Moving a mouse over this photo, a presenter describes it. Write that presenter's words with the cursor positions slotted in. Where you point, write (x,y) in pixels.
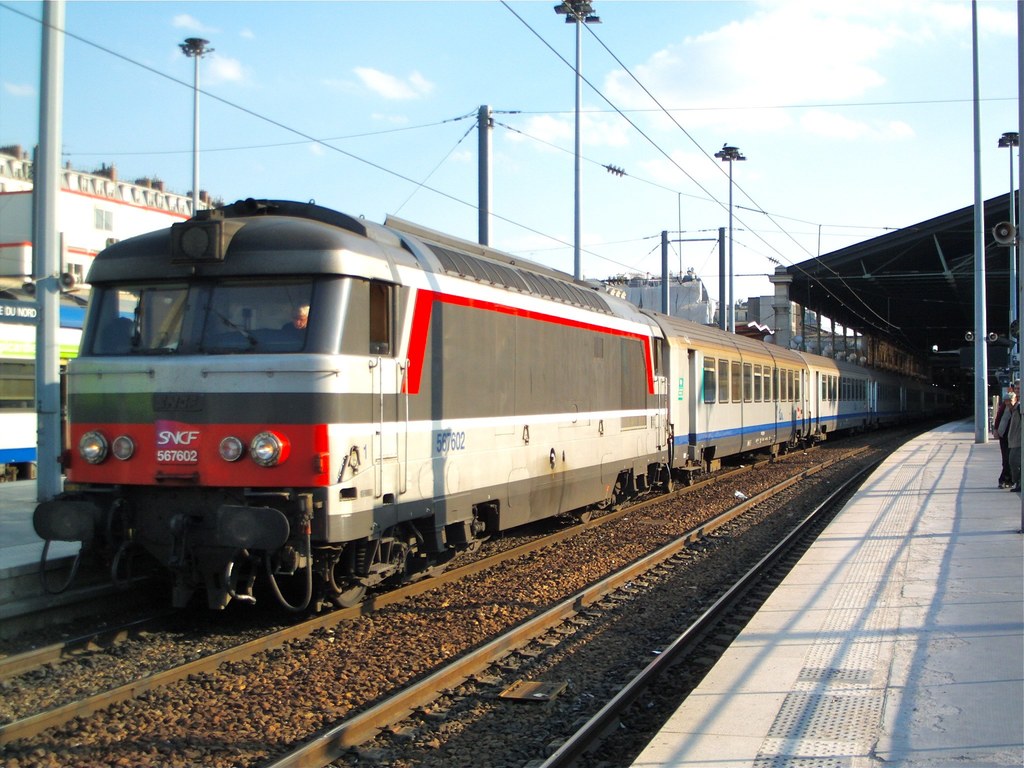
In this picture we can see a train (493,472) on a railway track (464,561), poles (980,251), buildings (16,214) and some people (1010,485) standing on a platform (850,596) and in the background (660,118) we can see the sky (573,105) with clouds (676,172).
